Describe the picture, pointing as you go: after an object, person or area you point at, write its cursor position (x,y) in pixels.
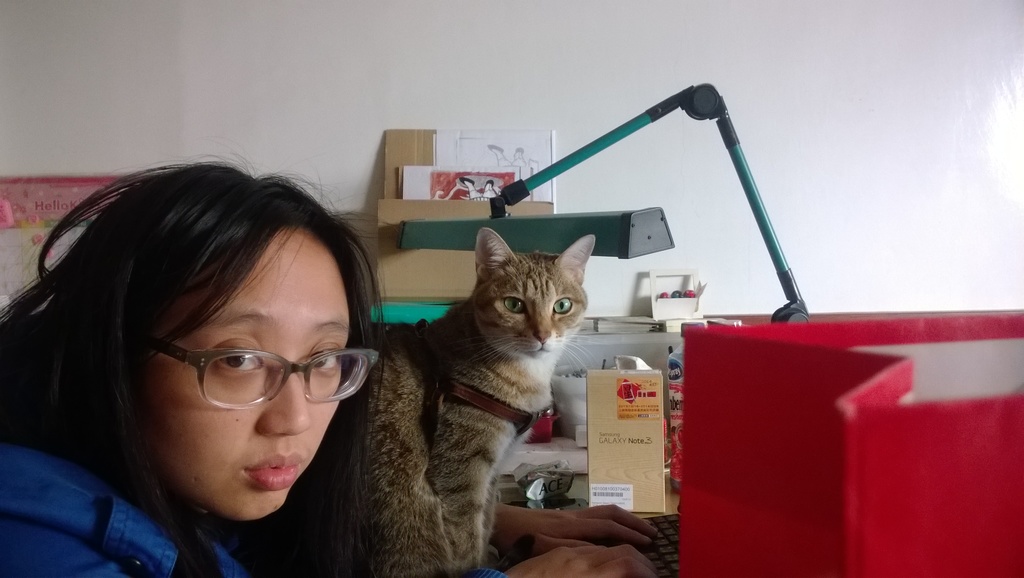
There is a woman (196,291) and she has spectacles (230,350). This is cat (539,391). On the background (820,240) there is a wall (439,98) and this is box (612,492).
